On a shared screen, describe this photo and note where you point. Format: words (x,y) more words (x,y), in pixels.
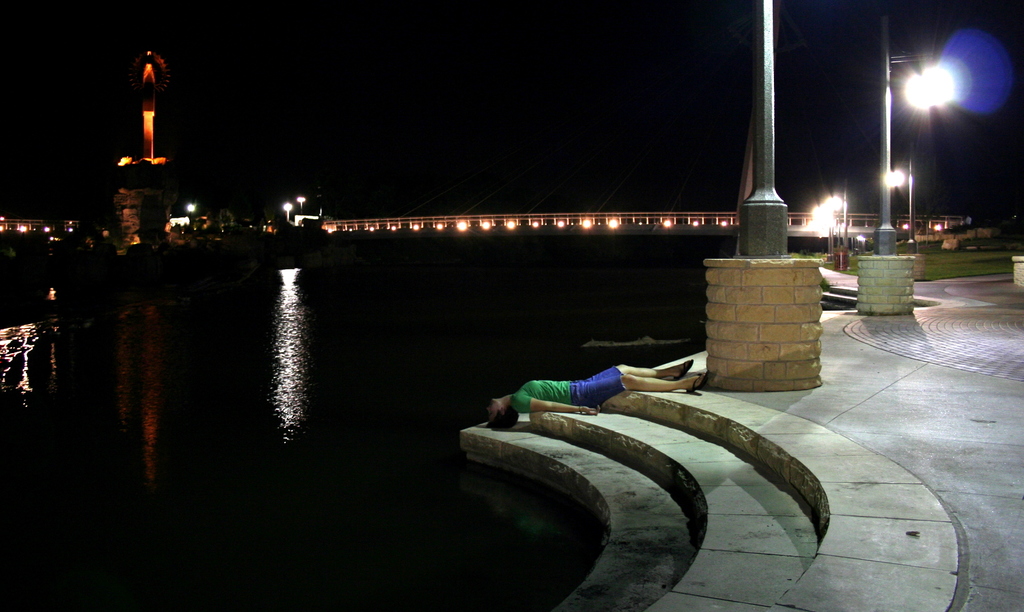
In this image we can see a lake (345,396), pavement (980,553), stairs (788,515) and poles (751,214). We can see a man (598,399) is lying on the stairs (526,423). In the background (700,228), we can see lights (583,224), a bridge (599,222) and a structure (151,175).
